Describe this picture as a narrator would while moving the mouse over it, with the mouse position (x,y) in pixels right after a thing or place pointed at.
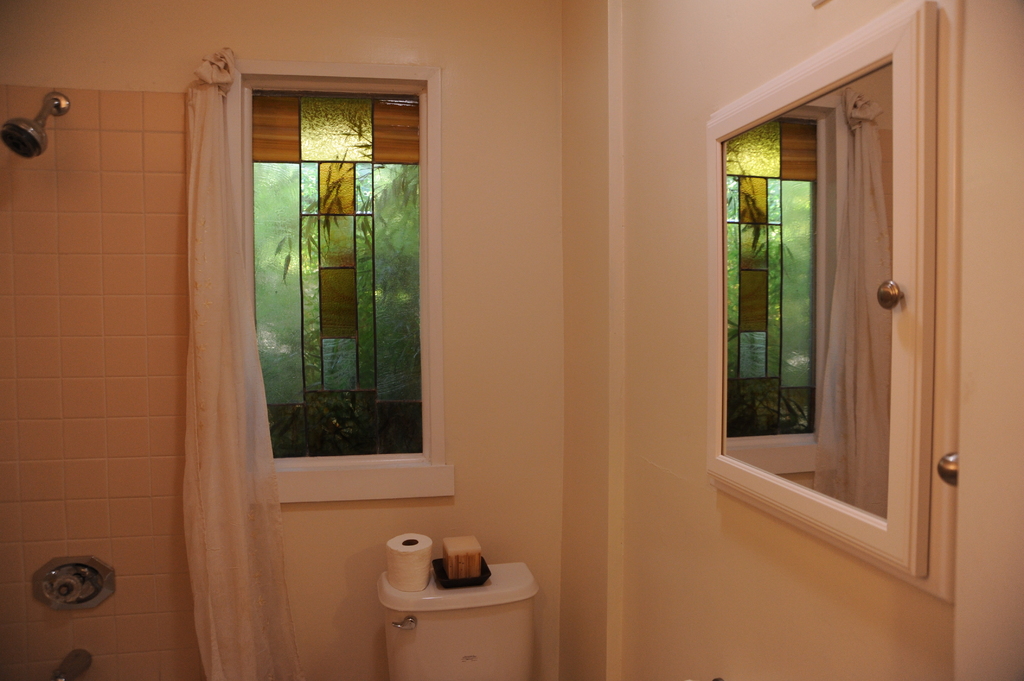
This image is taken in a bathroom (222,462), where on the right (882,412) there is a cupboard (916,277) and a mirror (768,360) to the door (791,370). In the background (576,121), there is a wall (472,199), window (369,444), curtain (230,394), a shower (3,132), tap (69,582) and a flush tank (417,635).
